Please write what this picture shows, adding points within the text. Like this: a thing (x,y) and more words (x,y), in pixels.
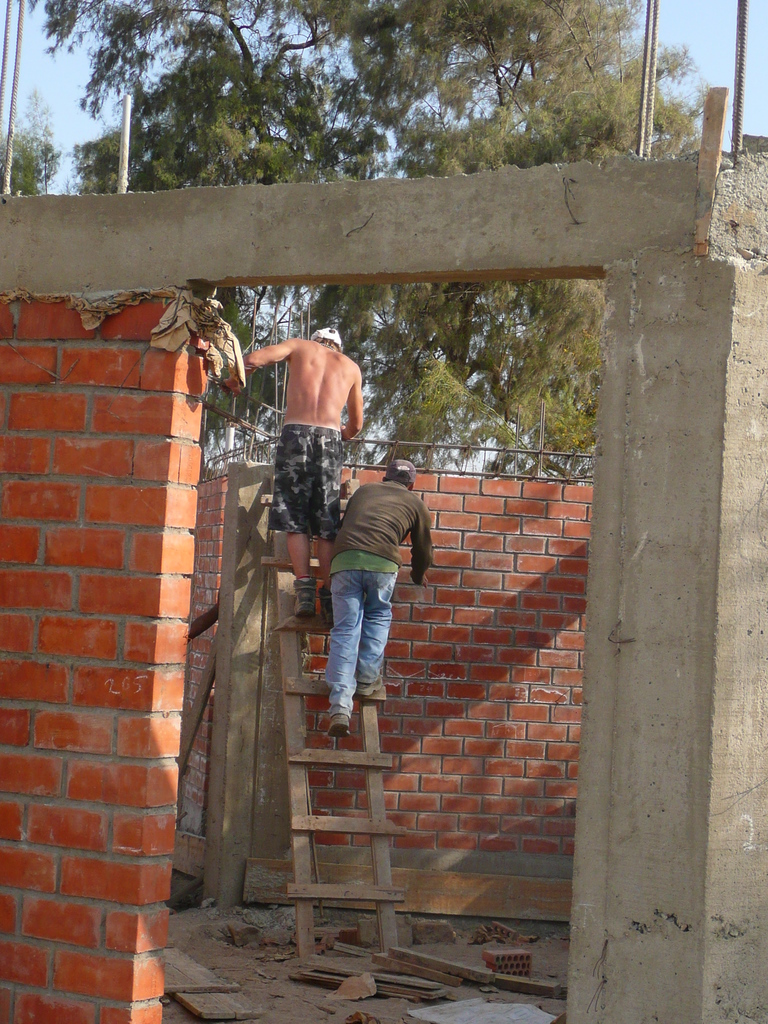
In this picture we can see two men (299,549), they are standing on the ladder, beside to them we can see brick wall (482,567), metal rods (457,444) and few trees (294,148).
